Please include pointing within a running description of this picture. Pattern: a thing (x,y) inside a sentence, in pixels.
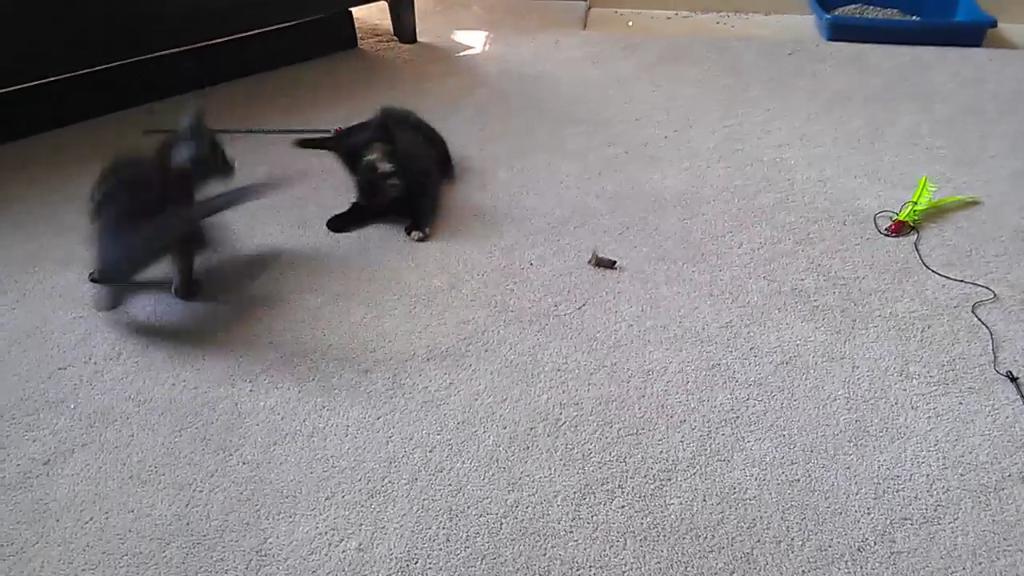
This image consists of two cats (356,159). At the bottom (511,456), there is a floor mat (430,479). To the right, there is a wire (923,259). In the background (861,21), there is a blue color tray (943,45).
